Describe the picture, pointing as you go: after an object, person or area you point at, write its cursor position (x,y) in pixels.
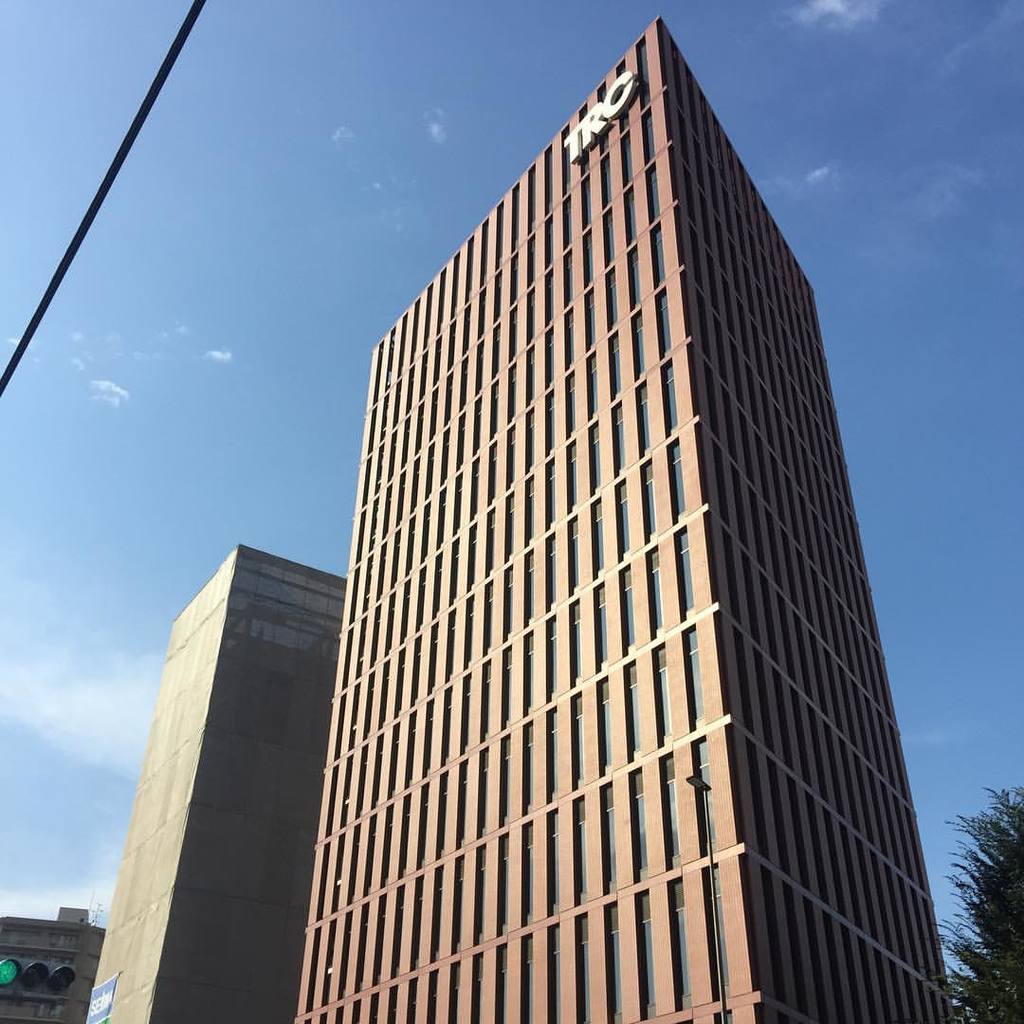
In this image I can see the buildings (430,779) with some text (581,147) written on it. On the right side (964,934), I can see a tree (1005,903). On the left side (38,982) I can see a green light (5,974). At the top (85,231) I can see it looks like a wire (105,189). I can also see the clouds (65,675) in the sky (822,168).
